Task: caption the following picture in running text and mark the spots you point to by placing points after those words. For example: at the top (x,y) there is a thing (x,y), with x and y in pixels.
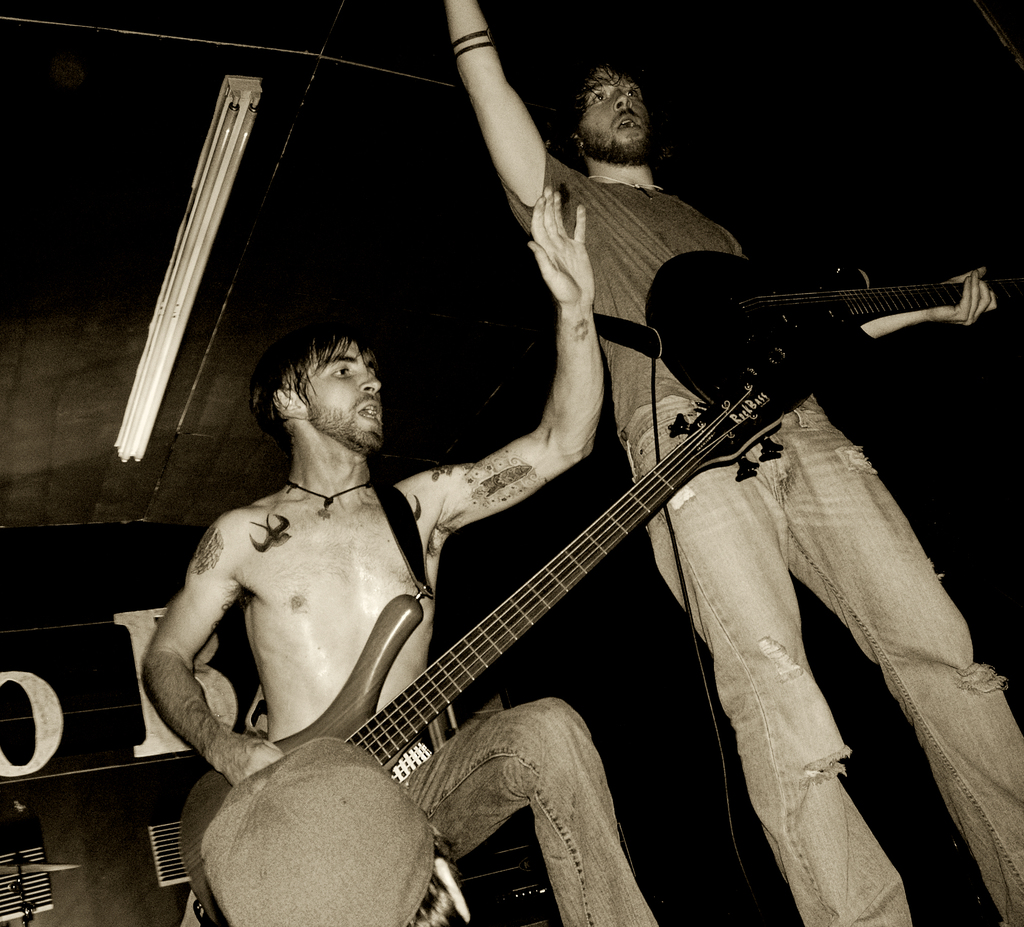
There are two members (278,564) in this picture playing guitars (382,748) in their hands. In the background (220,445) there is a light (171,331) and a wall (94,557) here.
